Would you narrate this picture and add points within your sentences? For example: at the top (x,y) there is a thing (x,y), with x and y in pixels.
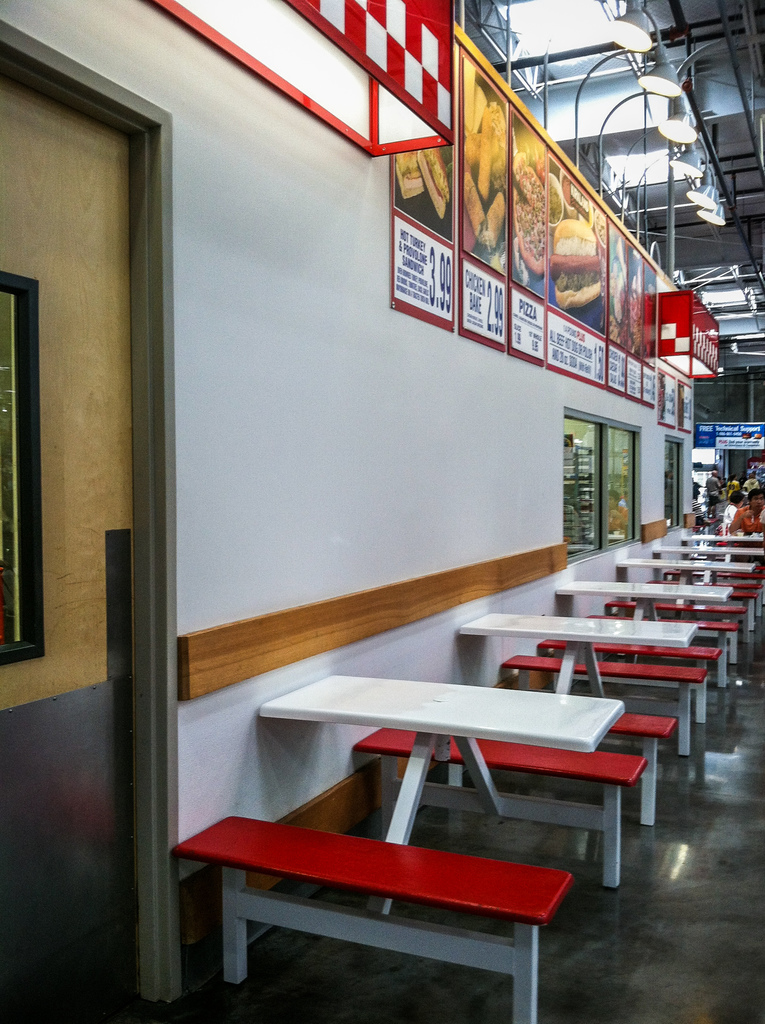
In this image we can see benches (716,659) and there are people (740,507). On the left (41,871) there is a door (25,893). In the background (746,432) we can see boards (496,343). At the top (706,196) there are lights (724,225).
